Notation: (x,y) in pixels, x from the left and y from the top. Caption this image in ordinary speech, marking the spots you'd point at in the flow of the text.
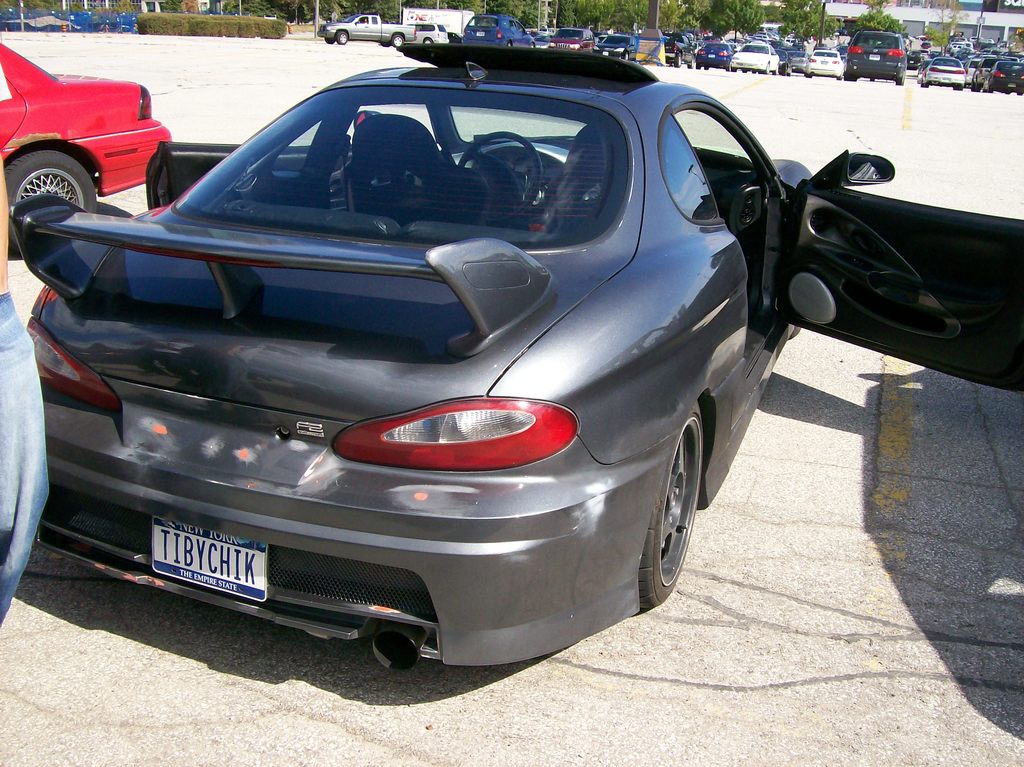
In this picture I can see few cars (589,254) and few trees (619,27) and a building (895,14) and I can see a mini truck (370,29) and a car doors (937,355) are opened and looks like a human (13,449) on the left side (23,388).
